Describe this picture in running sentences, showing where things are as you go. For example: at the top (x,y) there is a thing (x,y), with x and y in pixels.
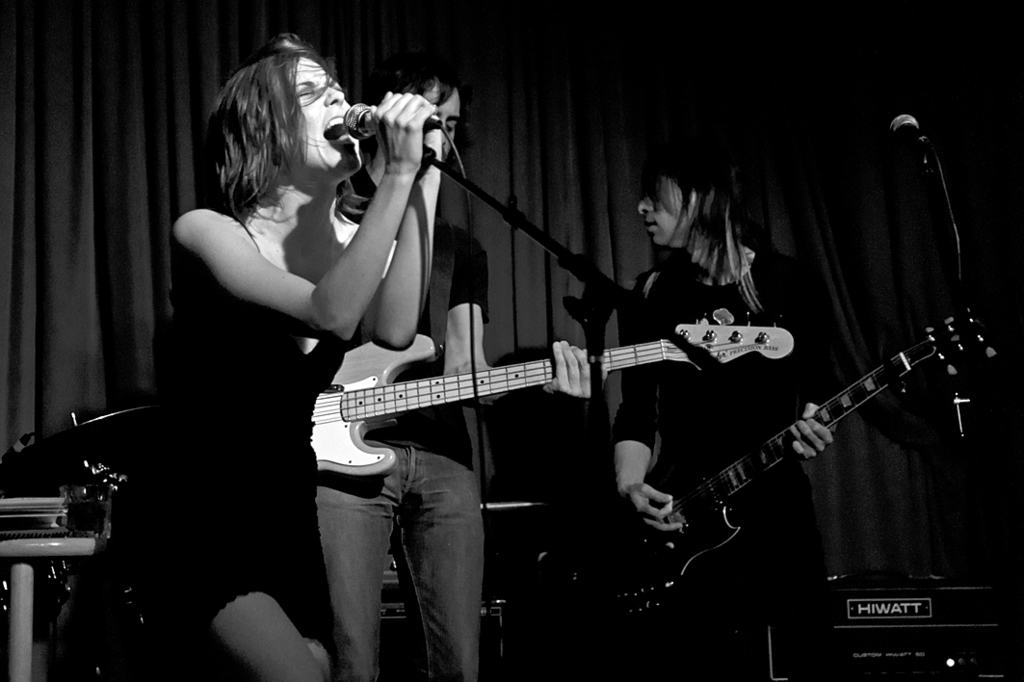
In the picture we can find a woman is singing a song in microphone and other person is holding a guitar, just back side to them there is one more person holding a guitar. In the background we can find a curtain (92,385) and a black shade (803,134).
